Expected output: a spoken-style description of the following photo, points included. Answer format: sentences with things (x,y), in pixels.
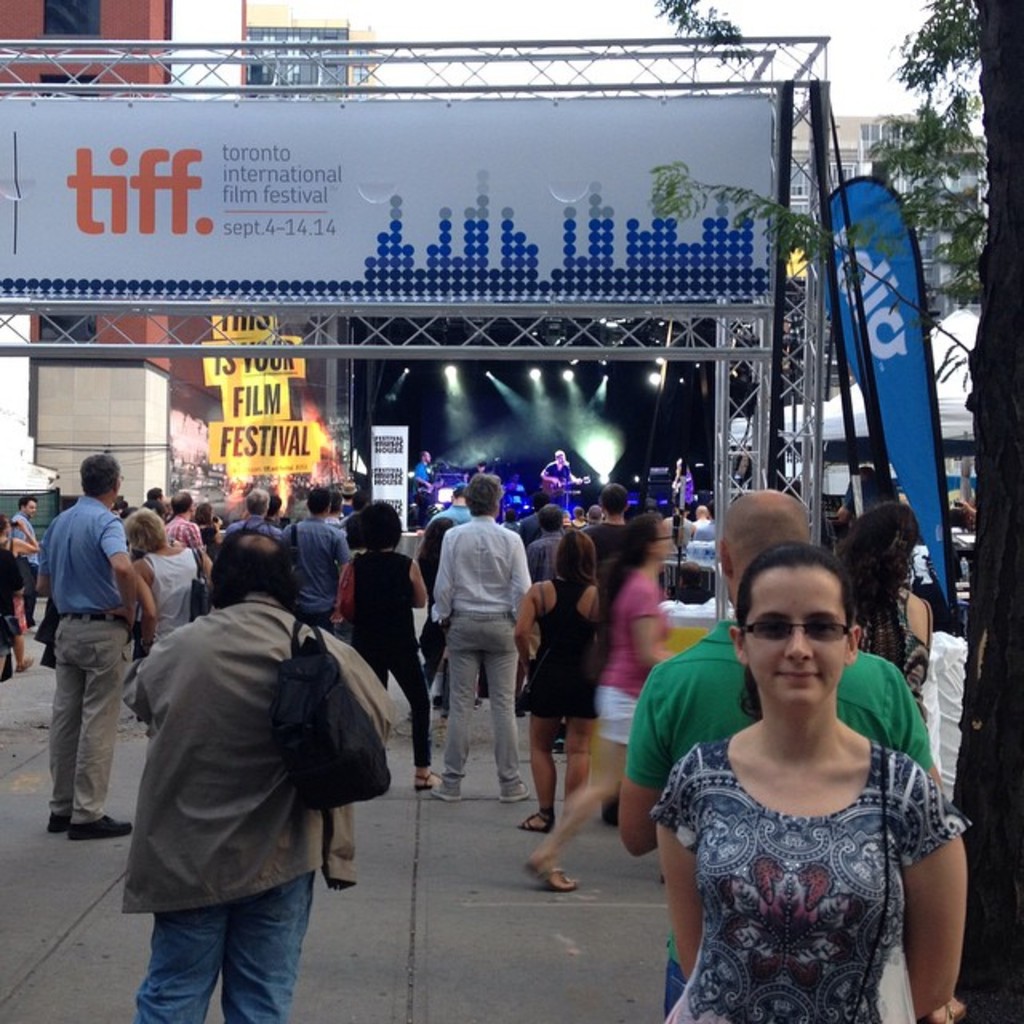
In the foreground of the picture (58,928) I can see a group of people (911,726) standing on the floor (410,743). There is a man (153,731) on the left side (153,731) and he is carrying a bag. I can see a woman (925,931) on the right side (925,911) and there is a smile on her face (763,604). I can see the hoarding (562,136) on the metal scaffolding structure pole (786,381). There is a tree (951,43) on the top right side (961,26). In the background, I can see three persons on the stage (526,482) and they are playing the musical instrument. I can see the decorative lights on the roof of the stage construction (404,396). In the background (804,135), I can see the buildings (89,2).
